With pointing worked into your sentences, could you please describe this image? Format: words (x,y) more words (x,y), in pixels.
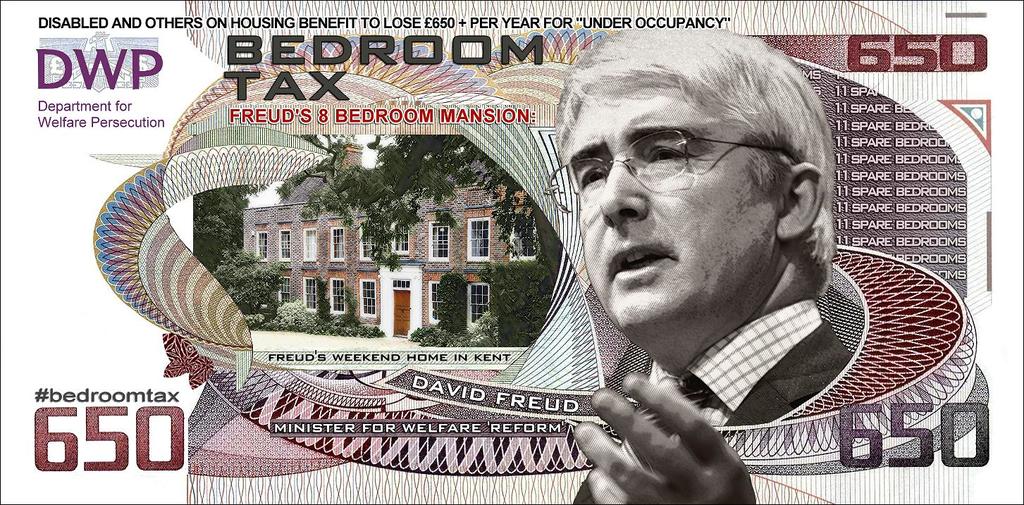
This image consists of a currency note (607,385). In which there is a building (457,258) and a picture (625,315) of a man (728,287). At the top (320,55), there is a text (373,55).
